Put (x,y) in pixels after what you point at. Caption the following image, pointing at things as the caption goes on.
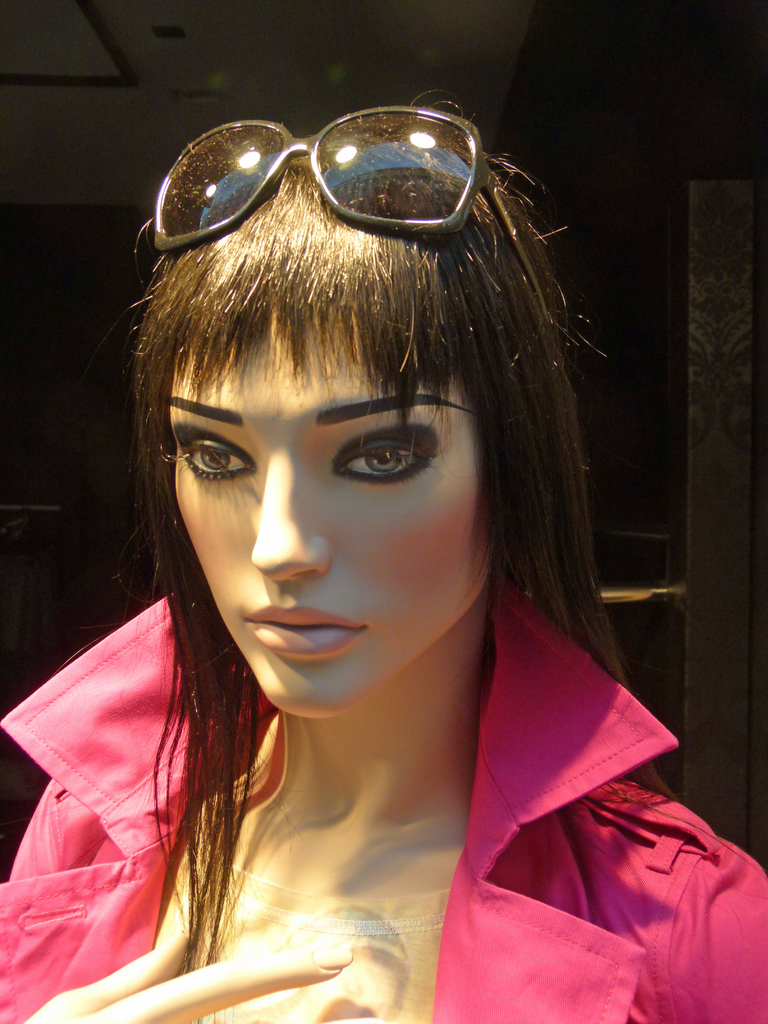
This image consists of a mannequin (227,684). On which, there is a coat (558,997) in pink color. At the top (471,65), there is a roof (317,18). The background (759,625) is too dark.
